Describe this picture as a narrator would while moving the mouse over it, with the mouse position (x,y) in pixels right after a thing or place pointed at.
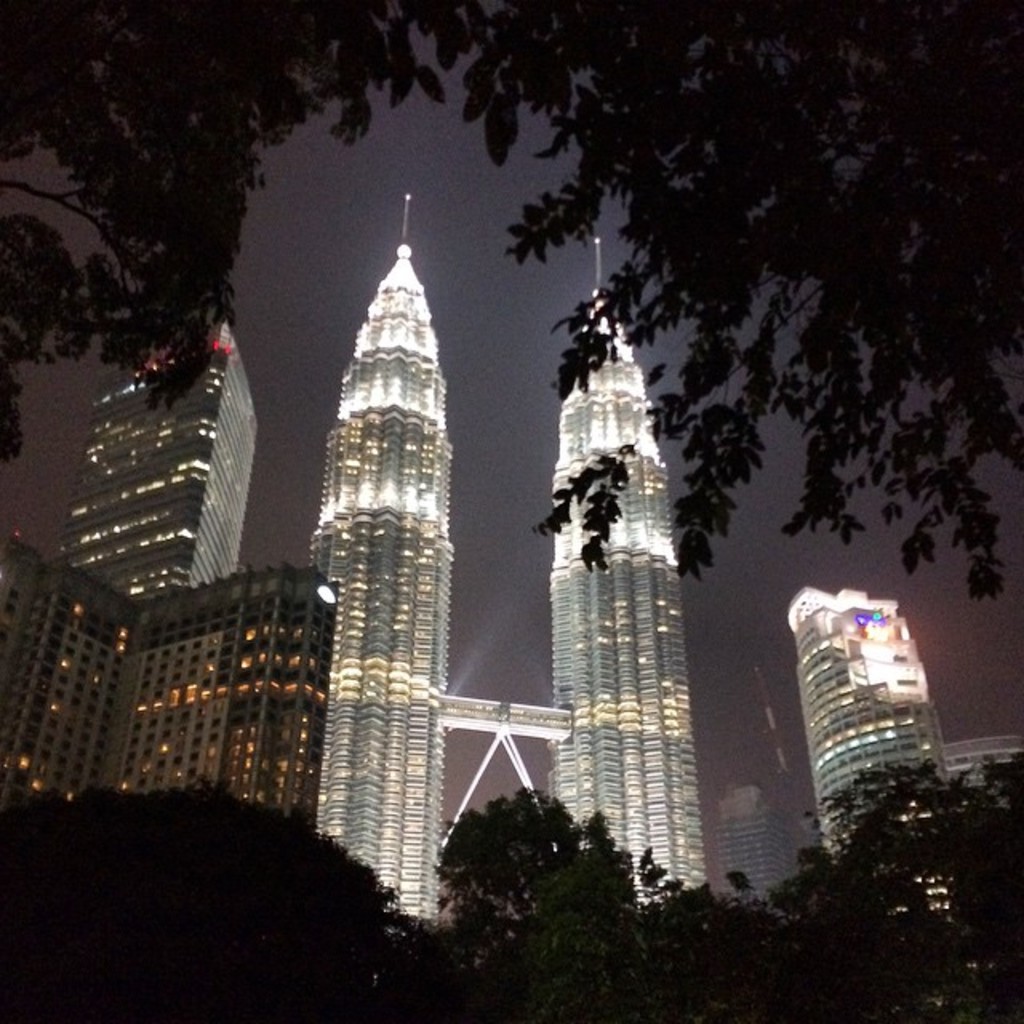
On the left side (112,191), there is a tree (102,296). On the right side (926,492), there is a tree (695,28). In the background (939,865), there are trees (334,900), there are buildings (808,715) and there is sky (291,336).
